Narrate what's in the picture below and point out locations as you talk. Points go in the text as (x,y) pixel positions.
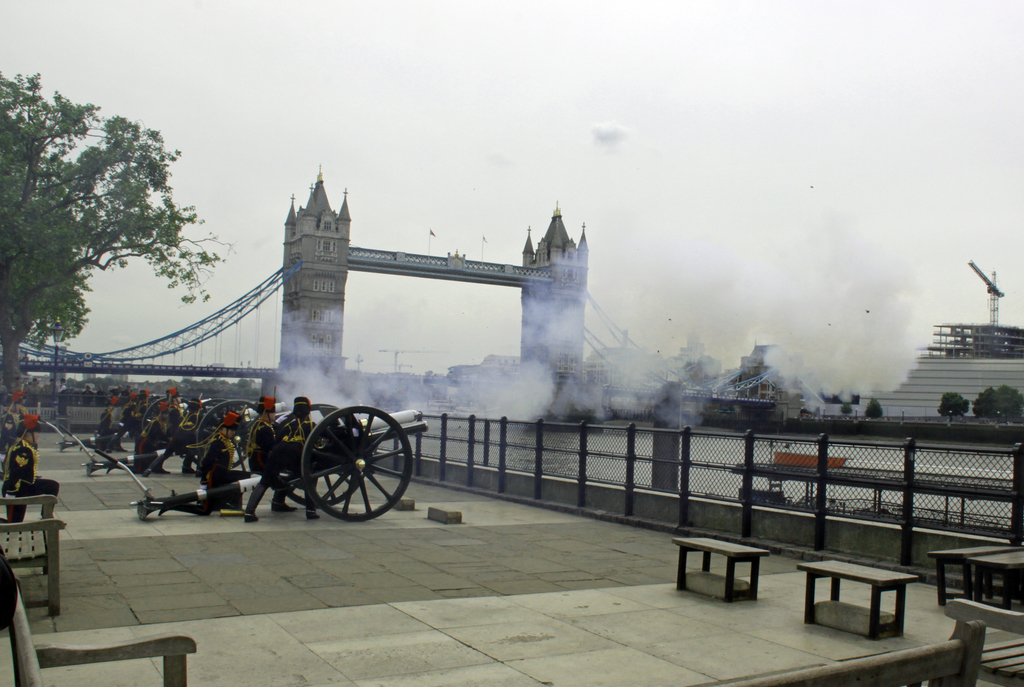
On the left side (220,421) few people (276,431) are blasting with the cannons (397,434), in the middle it is a London bridge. On the right side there is a ship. At the top (583,99) it's a sky (564,104).
